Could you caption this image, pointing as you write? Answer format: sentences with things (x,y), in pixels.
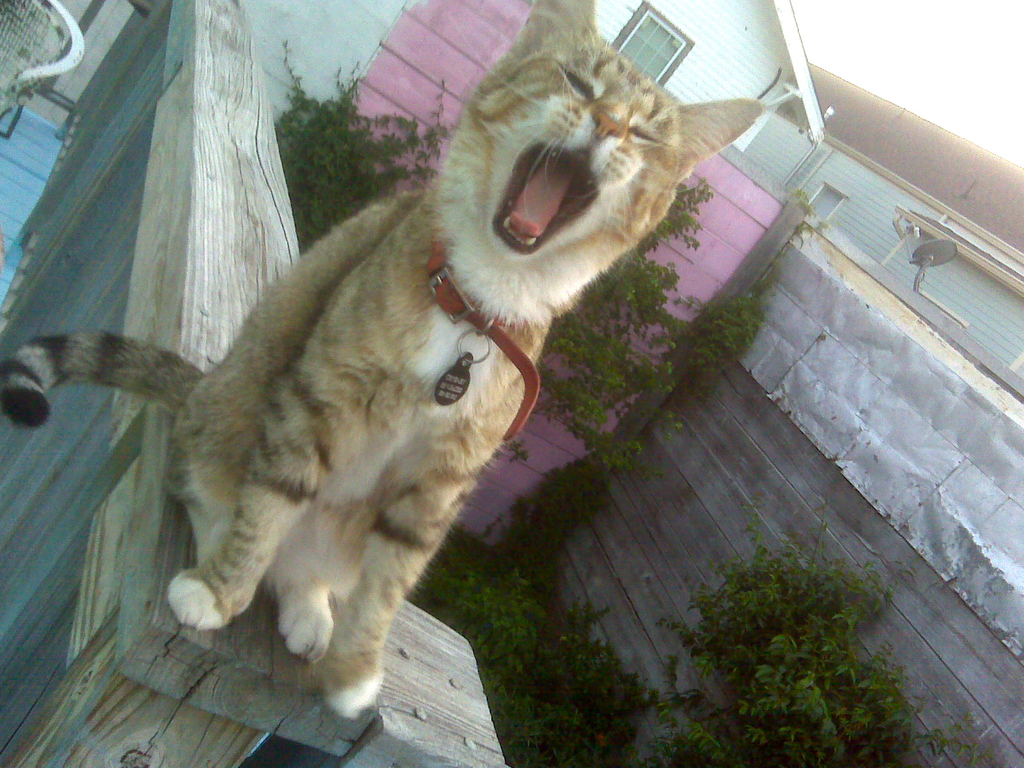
In the picture I can see a cat (475,266) which is sitting on a wooden object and there is a chair (61,48) in the left corner (59,32) and there are trees (731,633) and buildings (800,356) in the right corner (811,373).
